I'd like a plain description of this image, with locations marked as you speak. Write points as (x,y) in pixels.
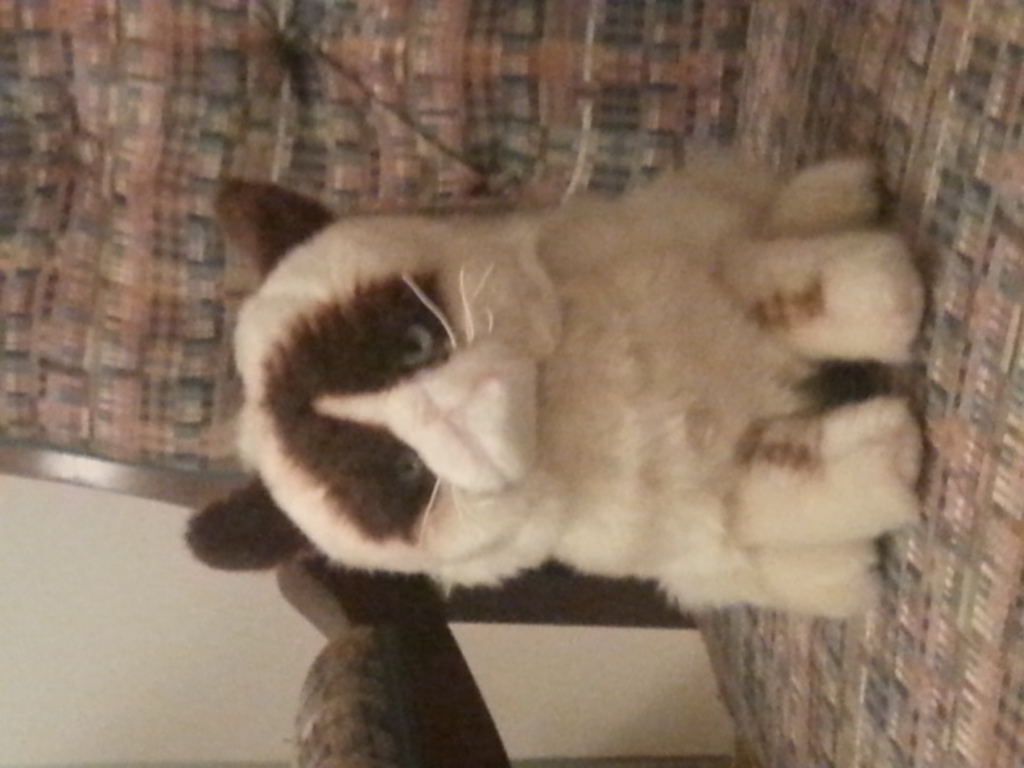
This image is taken indoors. At the left bottom of the image (101,711) there is a wall (113,573). In the middle of the image (402,339) there is a chair (204,281) and there is a cat (449,489) on the chair (1016,535).
